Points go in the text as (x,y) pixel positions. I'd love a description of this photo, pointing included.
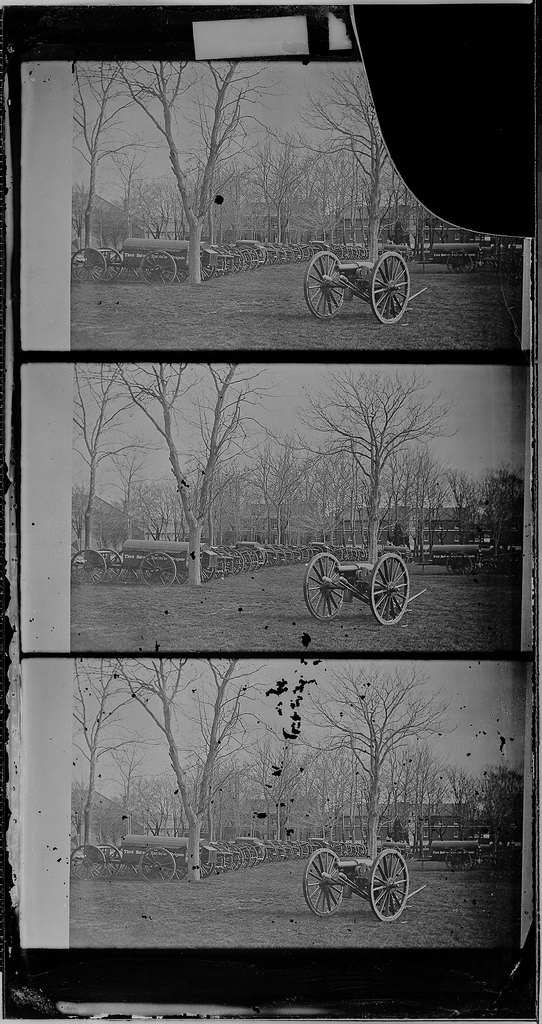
In this image we can see a collage of black and white pictures, in which we can see some vehicles (187,558), group of trees (291,524) and the sky (458,416).
